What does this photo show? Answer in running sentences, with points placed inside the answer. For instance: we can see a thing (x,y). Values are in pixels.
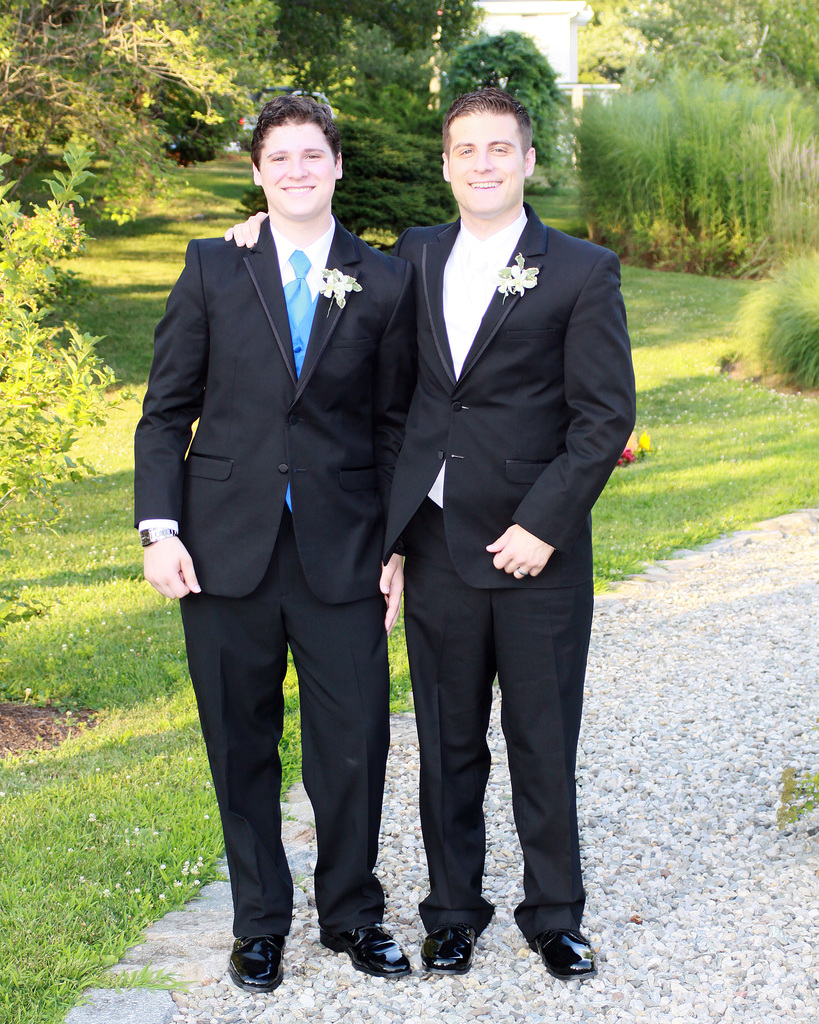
In this image, we can see two men (401,461) are standing side by side on the walkway (518,960). They are watching and smiling. Here a person (483,326) is holding another person (276,260). In the background (799,232), we can see plants (789,267), grass (814,306), trees (27,168) and house (612,86).
